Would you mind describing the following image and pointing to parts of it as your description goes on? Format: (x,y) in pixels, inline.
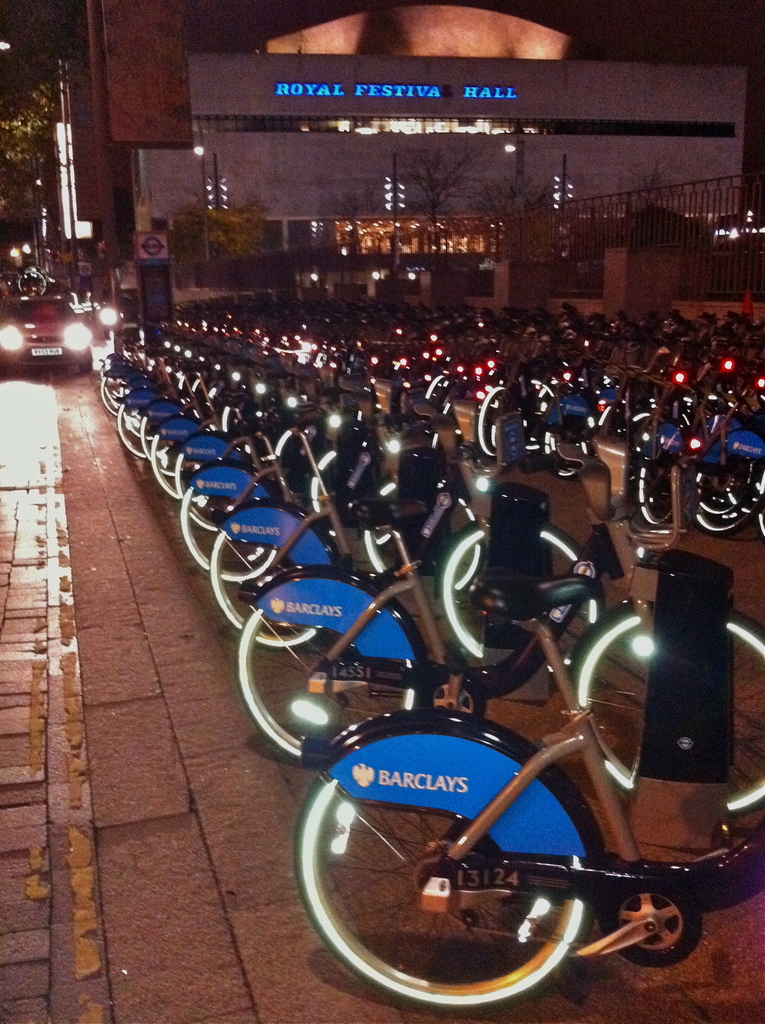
In this image we can see many bicycles (700,328). There is a car (37,348) at the left side of the image (38,363). There is a tree (25,128) at the left side of the image (37,159). There are few trees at the right side of the image (679,236). There is a fence (581,243) in the image.
